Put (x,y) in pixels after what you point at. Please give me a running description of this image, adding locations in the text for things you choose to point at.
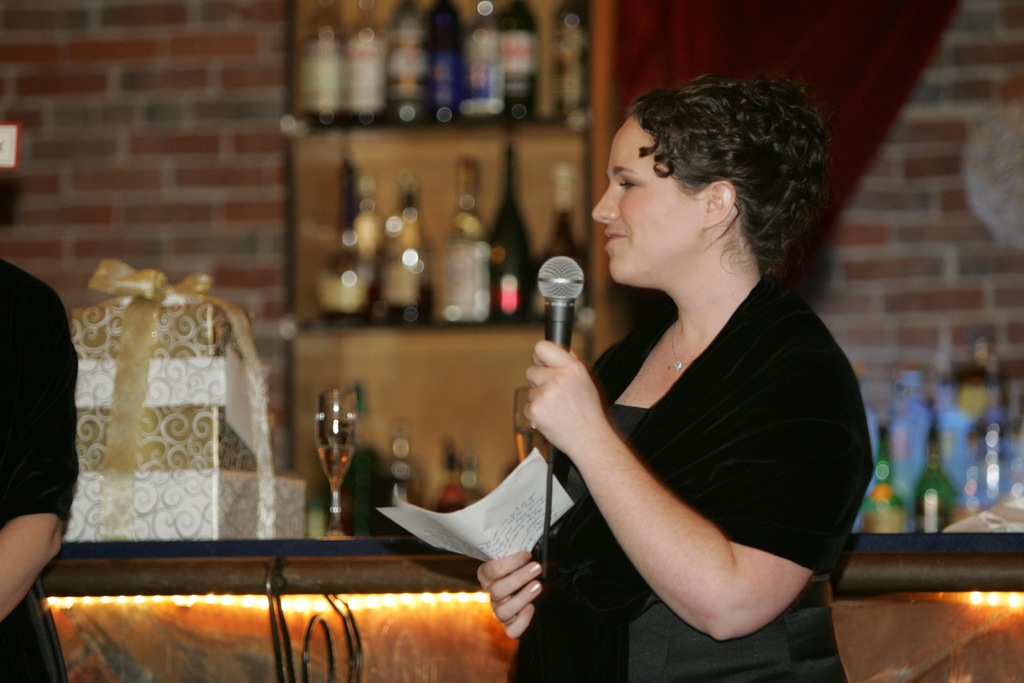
In this image I can see a woman (537,422) and I can see she is wearing black dress (711,511). I can also see she is holding a mic (543,295), a white paper (499,493) and on this paper (489,535) I can see something is written. Here I can see one more person (47,451) in black dress (38,470) and in the background (557,241) I can see a glass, few bottles (482,71), a gift box (197,276) and I can see this image is little blurry from background (963,413).
